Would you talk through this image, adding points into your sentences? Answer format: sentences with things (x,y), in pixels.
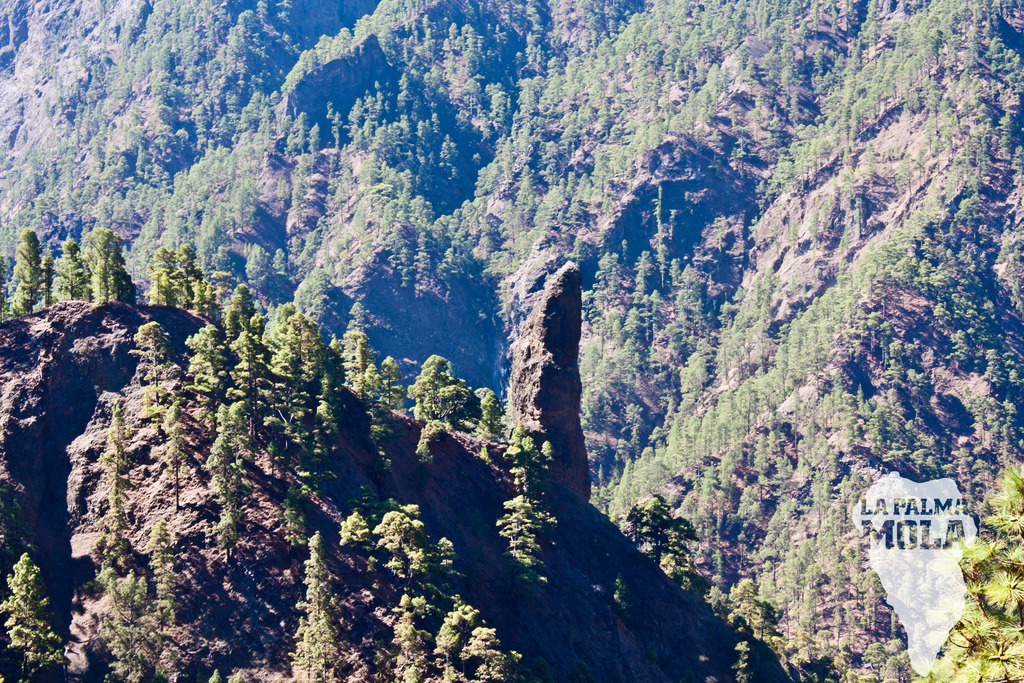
This is an aerial view. In this picture we can see the hills (312,297) and trees (713,28). In the bottom right corner (892,547) we can see the text (891,531) and map (899,583).
